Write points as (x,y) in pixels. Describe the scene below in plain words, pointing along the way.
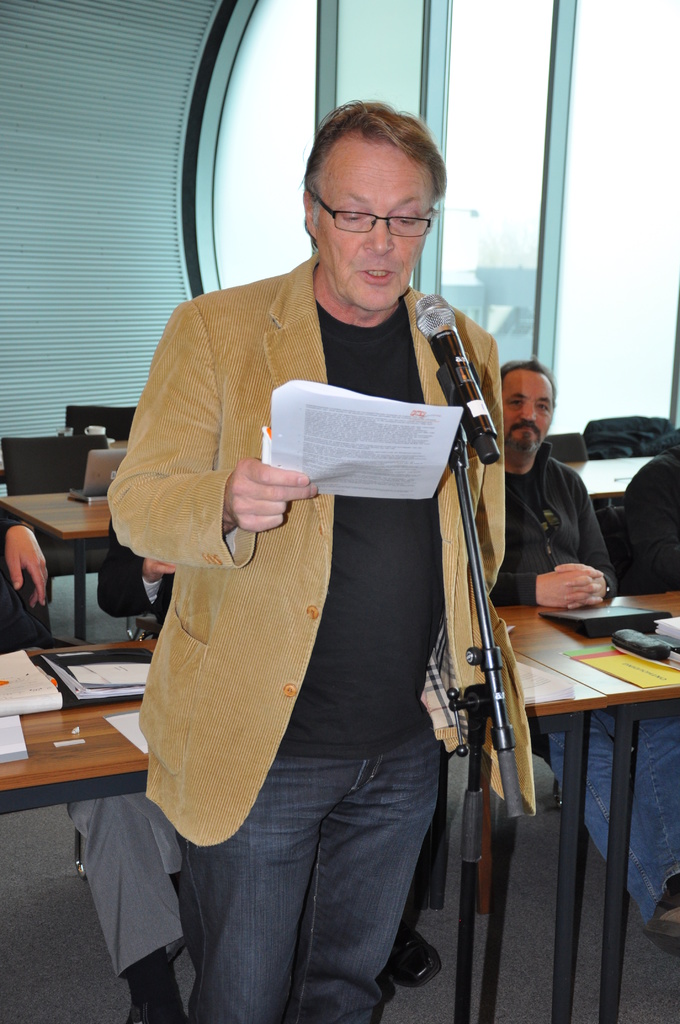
There is a man (434,641) standing holding paper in hand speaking in a micro phone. behind him there are lot of people (31,575) sitting on table (76,517) and listening to him.
